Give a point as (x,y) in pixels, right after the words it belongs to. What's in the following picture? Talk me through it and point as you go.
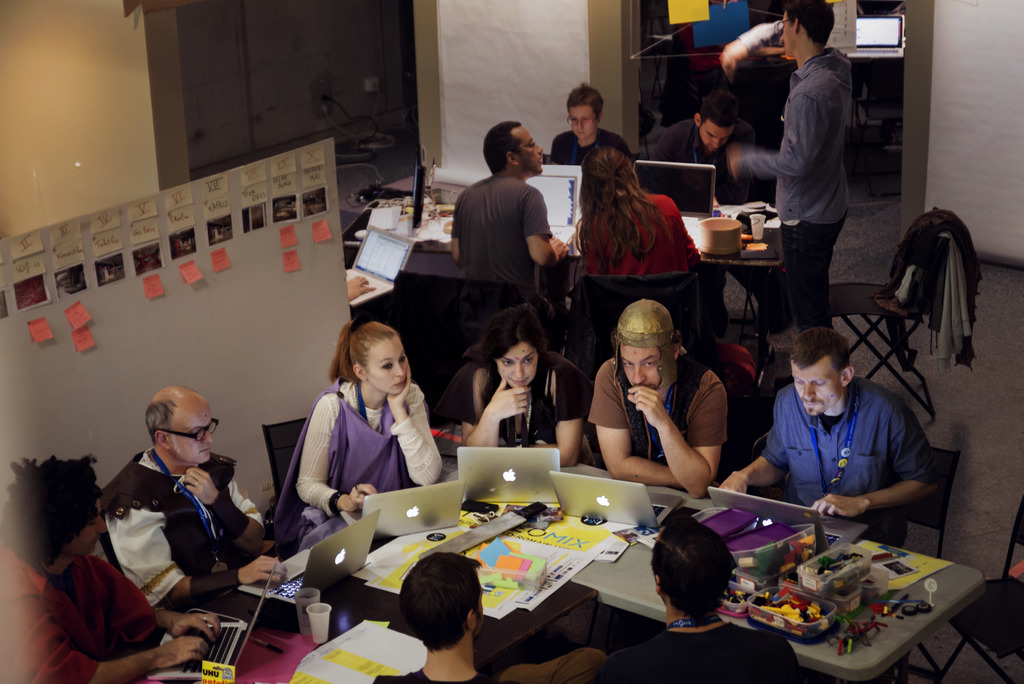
in this picture there are many people (560,358) sitting in the chair (607,320) with the laptop (475,500) in front of them on the table (648,572), on the table (489,638) we can see different items (502,505) present on it, here we can also see a board (251,272) in which many stickers (151,268) are present on it with the text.
